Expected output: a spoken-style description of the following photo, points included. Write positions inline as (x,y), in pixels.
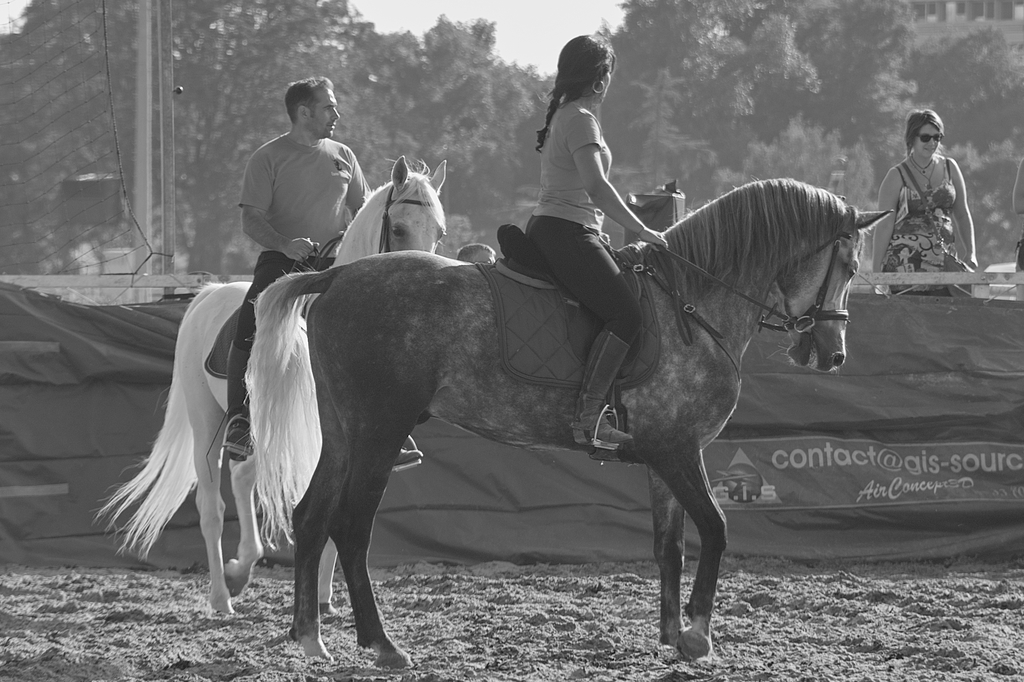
In this image I see a man (281,212) and a woman (590,239), who are sitting on the horse (389,244) and In the background (126,66) I see lot of trees (970,120) and a woman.
